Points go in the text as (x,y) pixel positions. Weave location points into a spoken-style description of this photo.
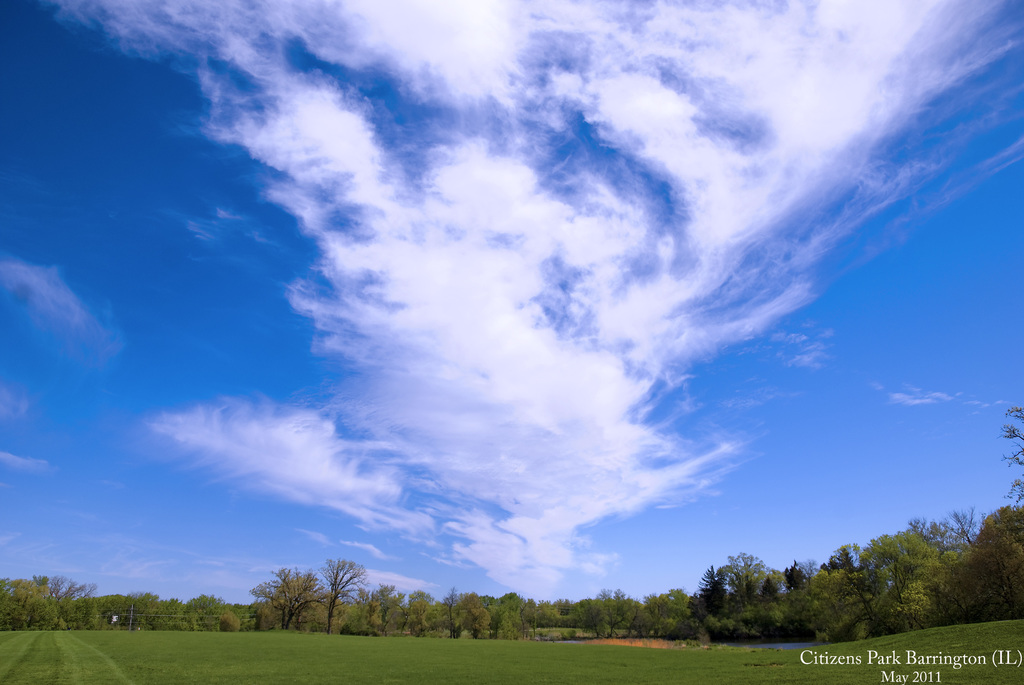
This image consists of many trees (868,593). At the bottom (241,663), there is green grass (451,671) on the ground (457,666). At the top (260,202), there are clouds (486,448) in the sky (642,456). At the bottom right (931,660), there is a text (871,672).
